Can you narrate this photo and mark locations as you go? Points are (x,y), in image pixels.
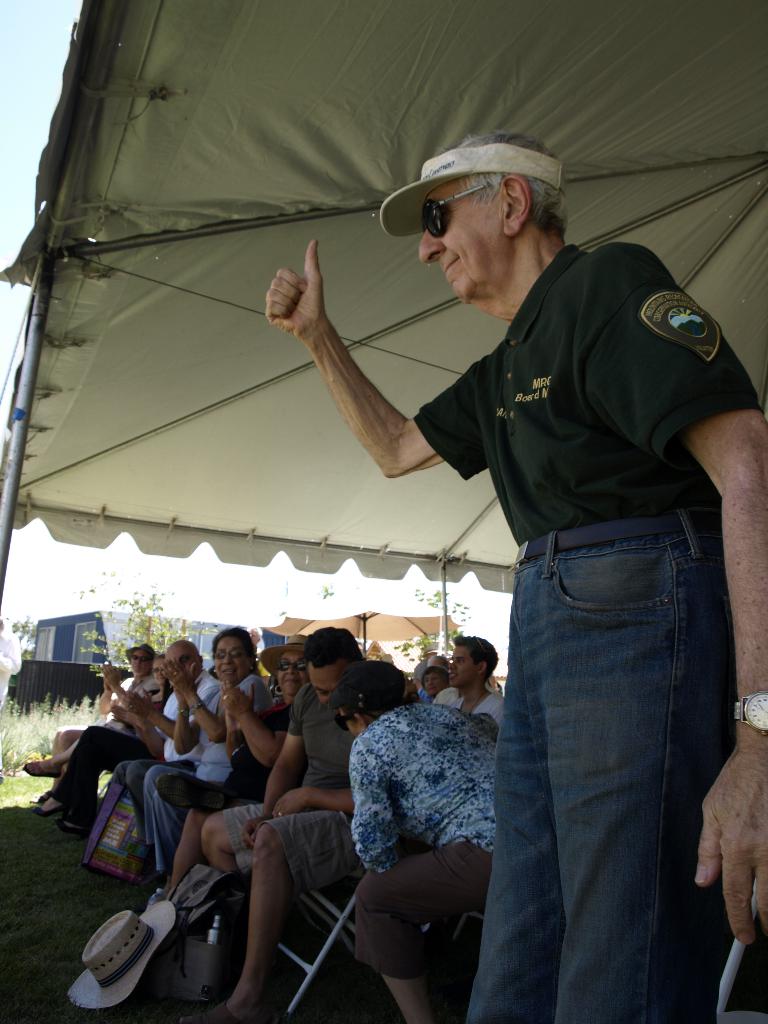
On the right side (672,594), there is a person (605,274) in a black color T-shirt (523,371), showing his thumb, smiling and standing. In the background (487,701), there are other persons (407,761), sitting on chairs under a tent (239,59), there is another tent (384,617), there is a building (41,646), there are trees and grass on the ground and there are clouds (64,594) in the sky (110,600).
